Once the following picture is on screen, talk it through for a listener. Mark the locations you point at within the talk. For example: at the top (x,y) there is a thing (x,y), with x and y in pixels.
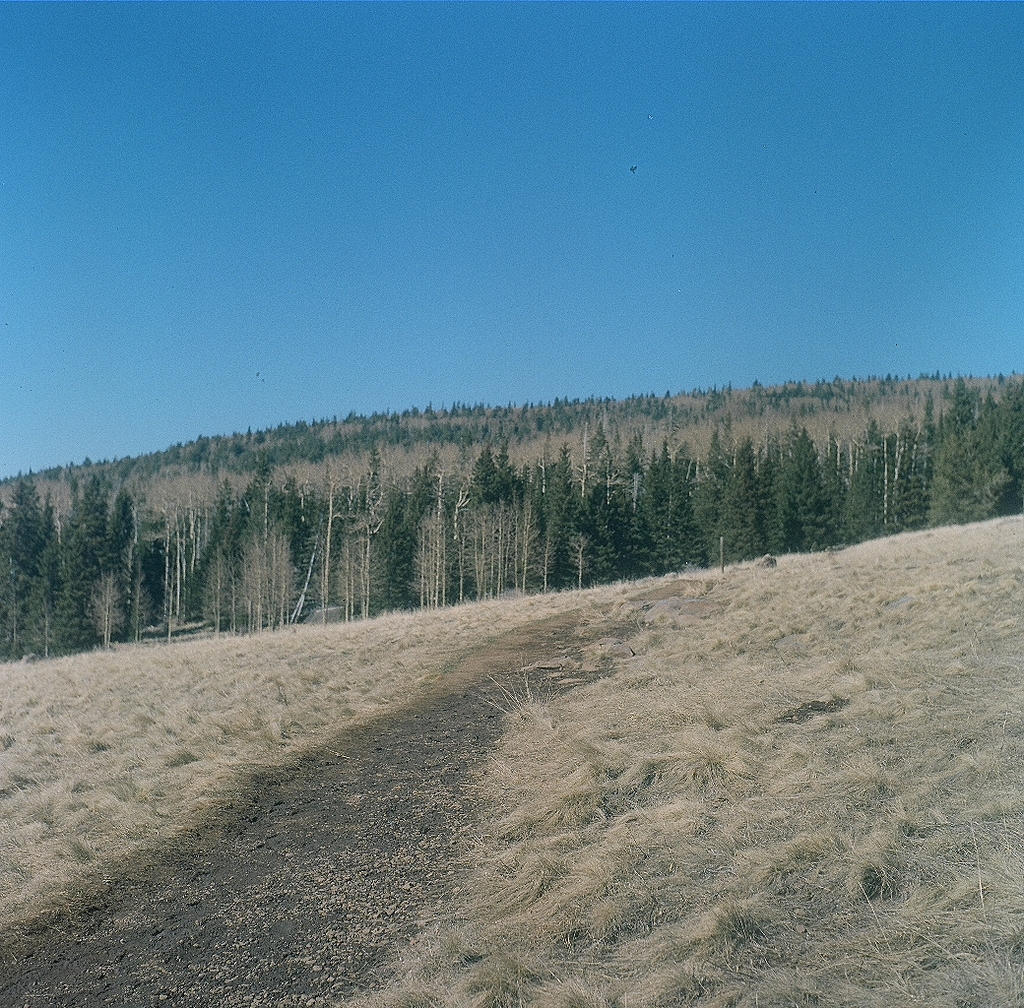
There is a grassy land (844,832) at the bottom of this image (147,739). We can see trees (564,520) in the background (496,510) and the blue sky (494,328) is at the top of this image (642,175).
